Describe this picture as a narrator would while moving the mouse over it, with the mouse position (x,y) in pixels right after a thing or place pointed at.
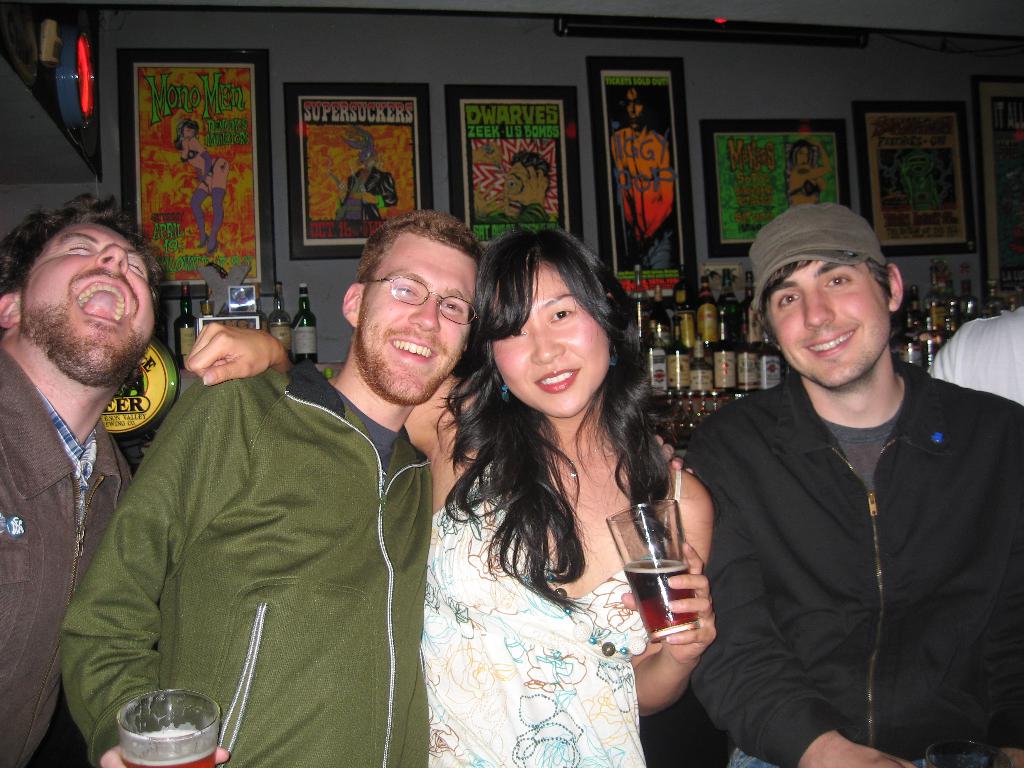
In this image I can see three men (872,252) and a woman (566,511). I can see smile (841,338) on their face (793,316) and also two of them are holding glasses (649,566) in their hands (120,762). In the background (128,78) I can see number of bottles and frames (165,255) on this wall (952,81).
